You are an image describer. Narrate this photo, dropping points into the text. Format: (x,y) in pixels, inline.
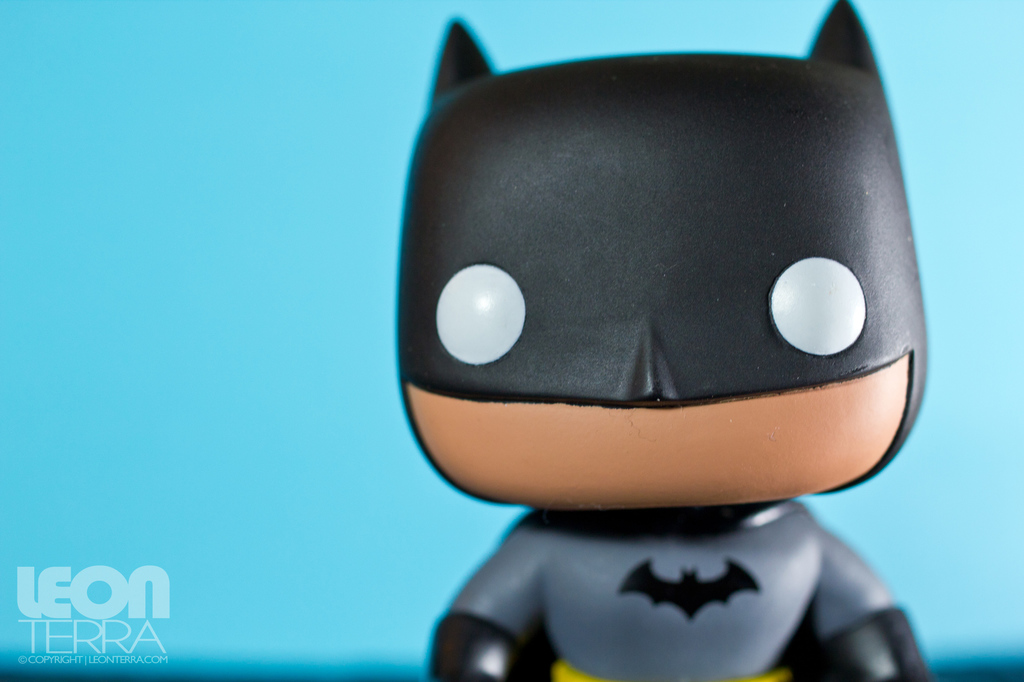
In this picture there is a toy (716,547). In the bottom left (45,593) there is a text (33,605). At the back (178,311) there is a blue background (83,460).
